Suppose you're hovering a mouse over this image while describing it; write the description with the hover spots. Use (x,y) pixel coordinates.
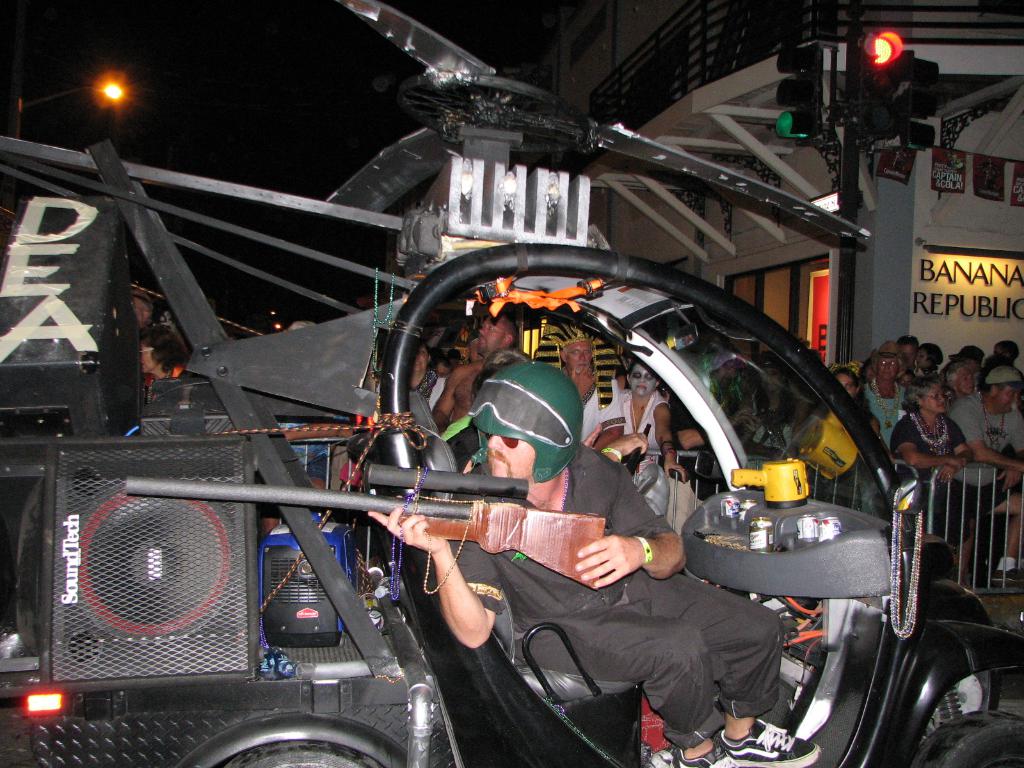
In this picture there is a man (596,672) sitting on the vehicle (700,385) and holding the gun (561,537). At the back (974,412) there are group of people (596,398) standing behind the railing (994,475) and there is a building (927,283) and there is a traffic signal pole (815,54). On the left side of the image (235,510) there is a speaker (103,499) and there are devices (291,527) on the vehicle (203,704) and there is a street light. At the top (238,101) there is sky (238,101).
